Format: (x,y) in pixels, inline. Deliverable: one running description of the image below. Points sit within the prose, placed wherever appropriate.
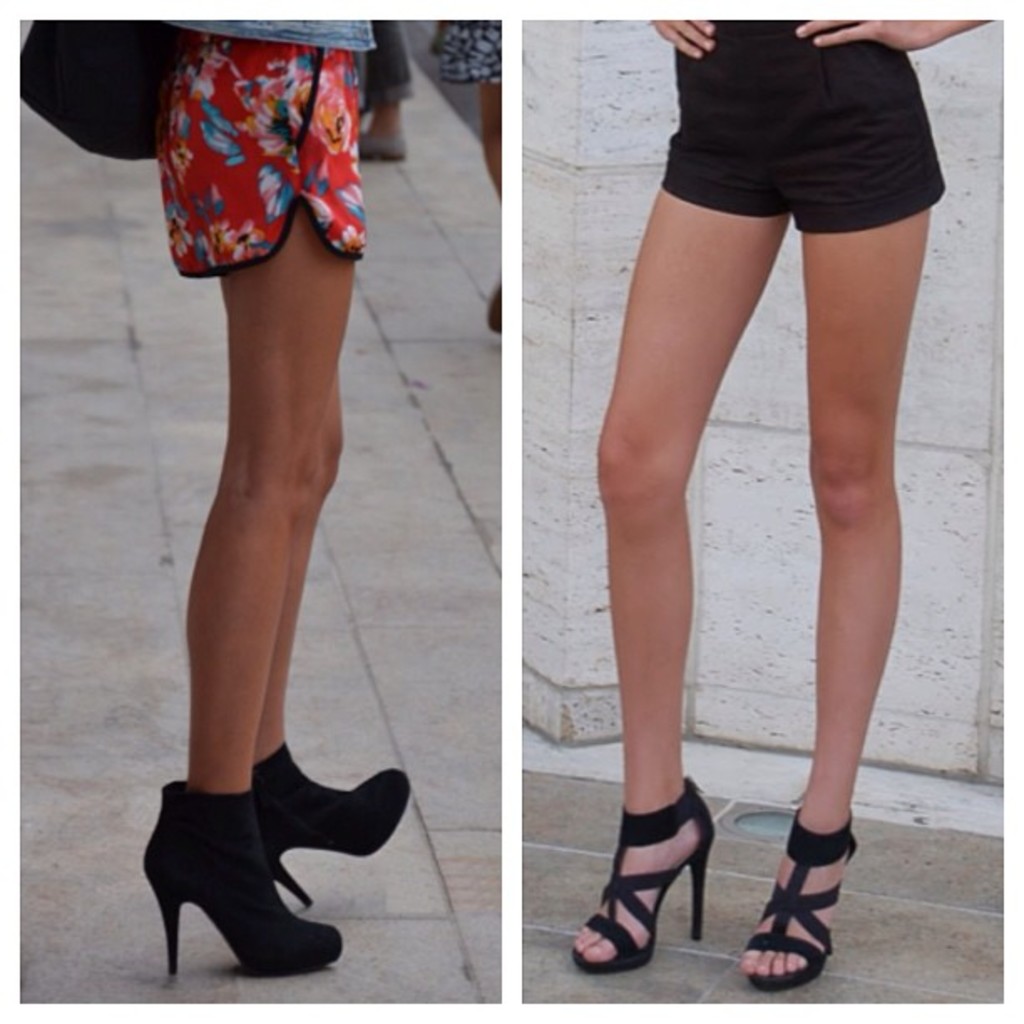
This is a collage picture. In this picture we can see the legs (911,271) of the people (690,169) wearing footwear (783,896). We can see the wall (740,531) and the floor (51,501).
